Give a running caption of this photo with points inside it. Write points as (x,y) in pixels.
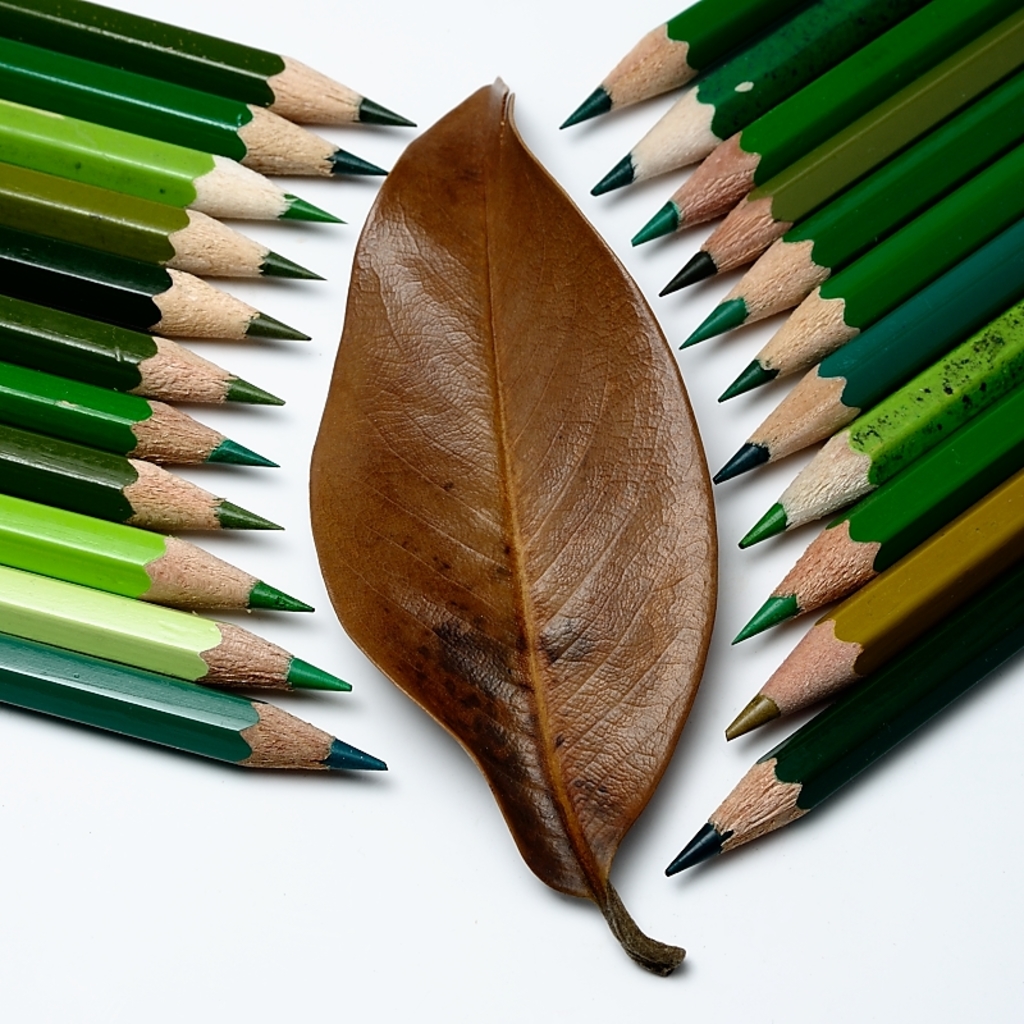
In this image there are color pencils (155,630) and a leaf (456,405) is on the white surface (120,989).
